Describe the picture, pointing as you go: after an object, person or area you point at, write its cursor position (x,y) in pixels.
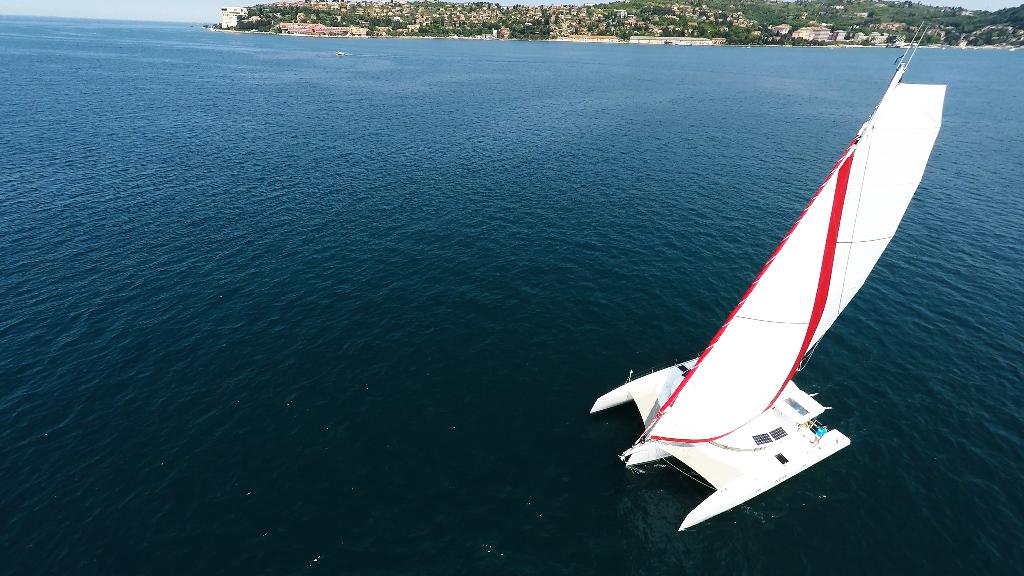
In this image we can see a boat (786,411) on the water (589,130), there are some buildings (573,21) and trees (498,24), also we can see the sky (209,2).
